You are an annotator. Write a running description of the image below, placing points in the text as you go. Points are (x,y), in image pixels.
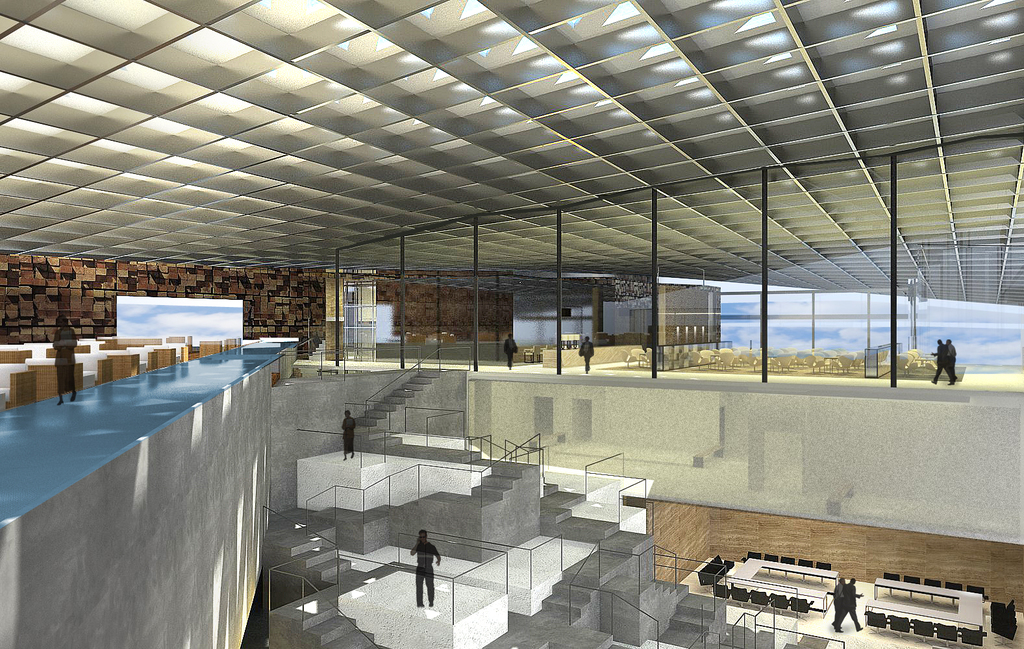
I see this is an animated picture and I see the steps (448,459) over here and I see tables (970,598) and chairs (868,623) over here and I see few people (851,588) and I see the path (559,367) and I see the ceiling (487,153).
